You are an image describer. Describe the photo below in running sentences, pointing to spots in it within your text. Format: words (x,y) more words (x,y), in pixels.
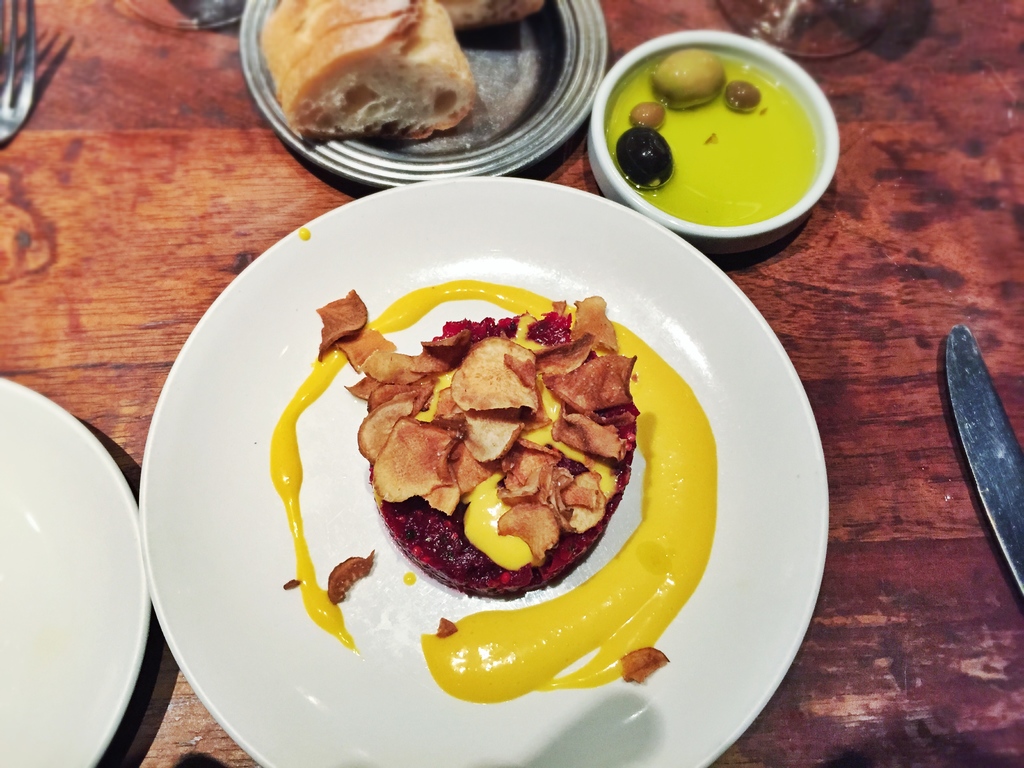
In the image we can see the wooden surface (176,204), on the wooden surface (144,169), we can see a knife (977,374), fork (9,84), bowls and plates (476,145), and we can even see the food items (409,115).
